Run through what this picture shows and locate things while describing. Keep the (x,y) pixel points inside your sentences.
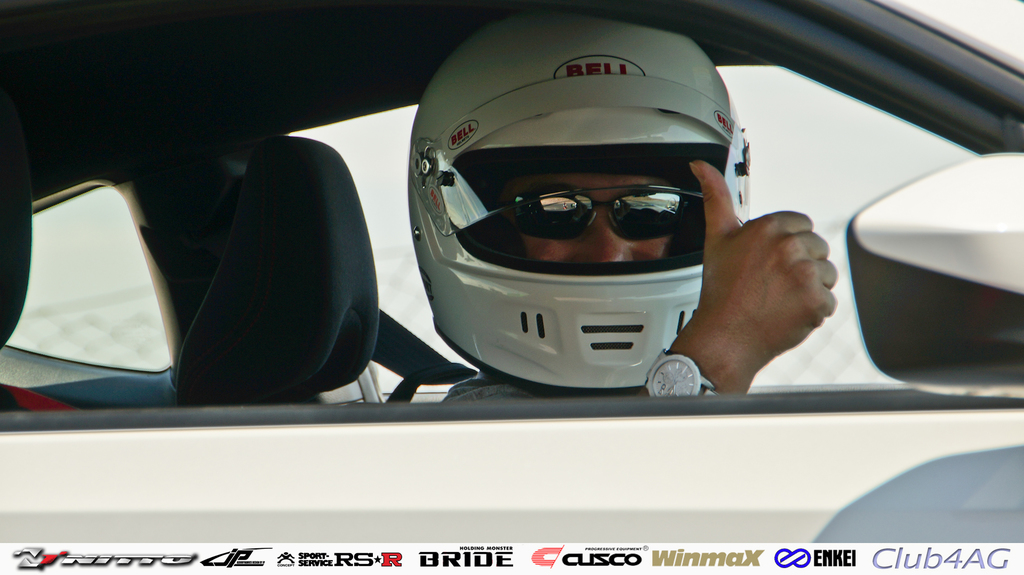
In this picture there is a man (552,112) in the center of the image (576,252) inside a car (332,193), he is wearing a helmet (482,216) and glasses (555,193).
